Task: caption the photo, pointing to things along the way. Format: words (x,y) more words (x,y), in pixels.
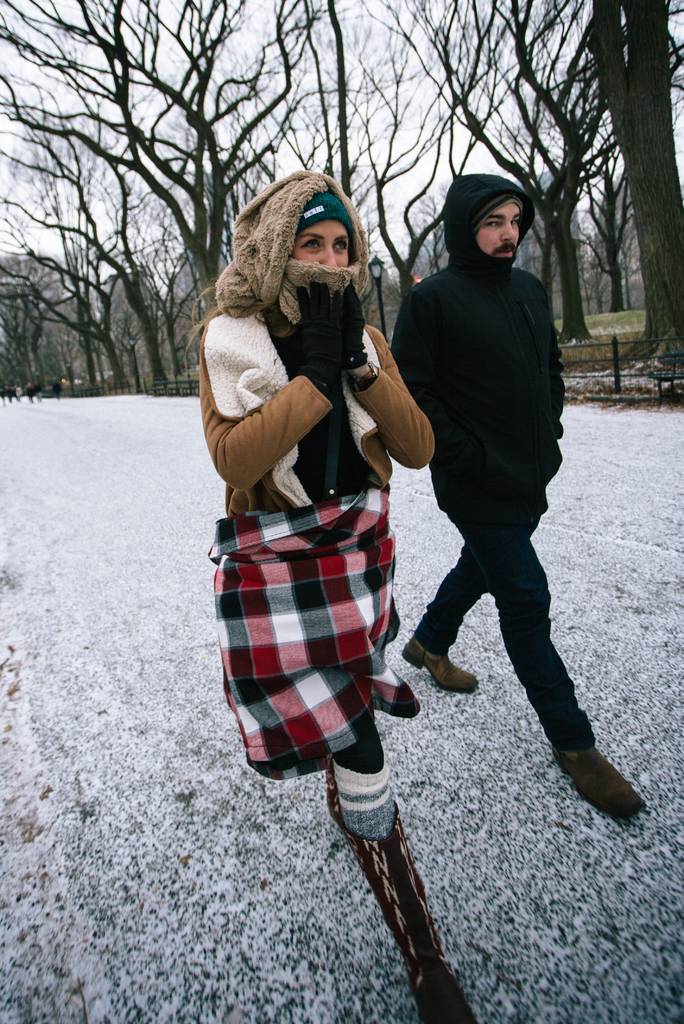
In this picture we can see a man (535,509) and a woman (427,428) walking on the path (173,747). There are a few trees (40,368), fence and some people (36,390) are visible in the background (8,392).
